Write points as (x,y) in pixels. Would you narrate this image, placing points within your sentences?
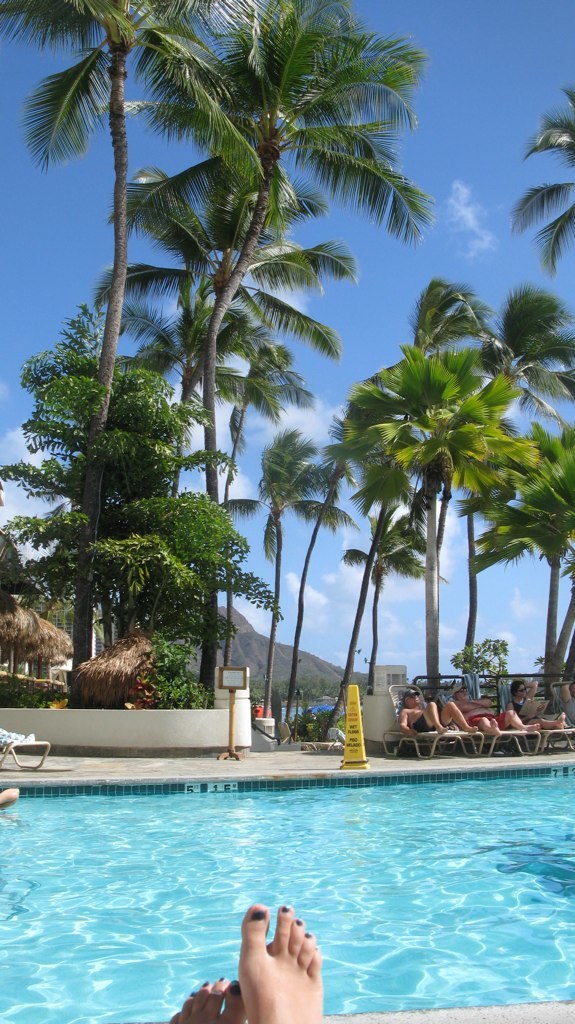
In this image at front there are legs (271,958) of a person (274,1000). In front of her there is a swimming pool (401,793). At the backside (521,715) people (521,724) are lying on the benches (474,698). At the background (465,661) there are trees (307,491), mountains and sky (399,276). At the left side of the image (111,690) there are sheds (138,643).
